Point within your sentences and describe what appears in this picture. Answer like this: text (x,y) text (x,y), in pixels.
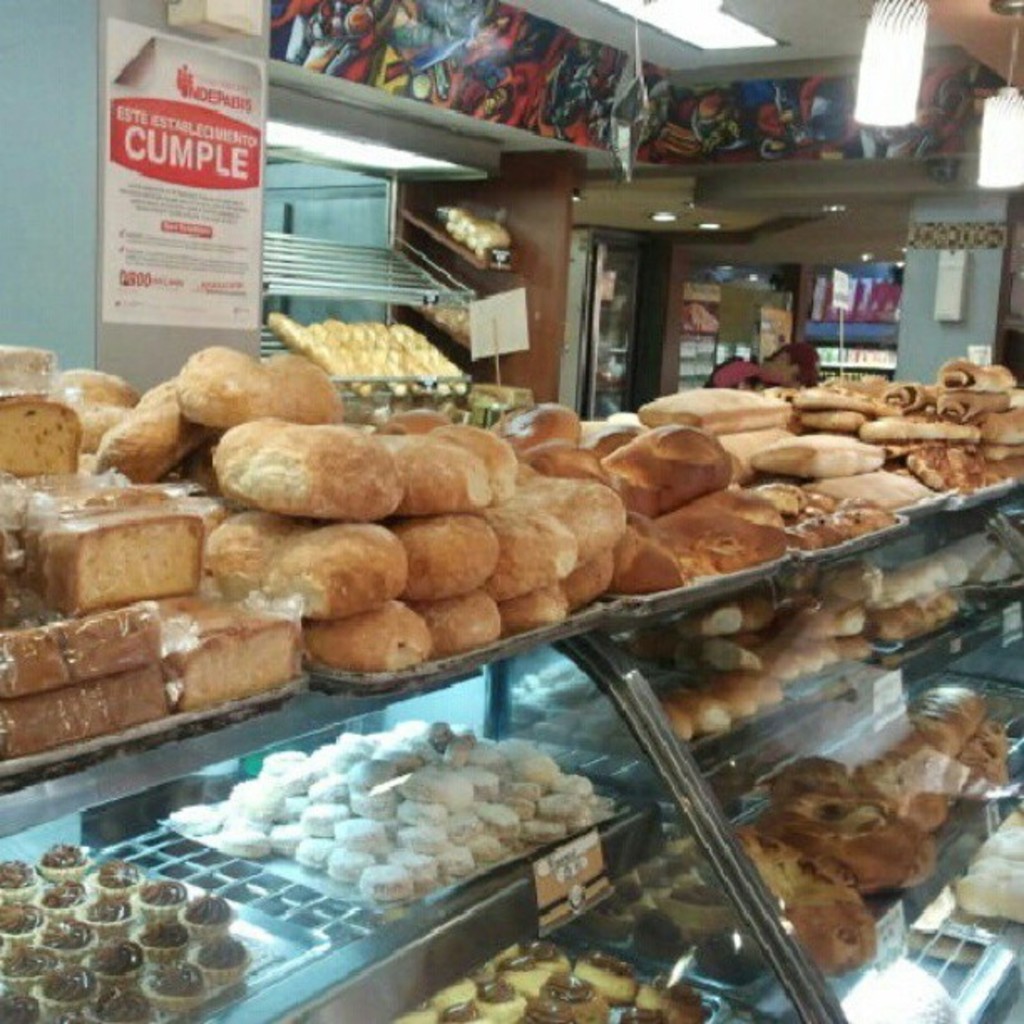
In this image, we can see so many eatable things (554,808) and items (280,778) are placed on the trays (255,955). Here we can see glass (776,833), name board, wall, posters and few objects (863,305). Top of the image (658,181), we can see the ceiling (793,50) and lights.
